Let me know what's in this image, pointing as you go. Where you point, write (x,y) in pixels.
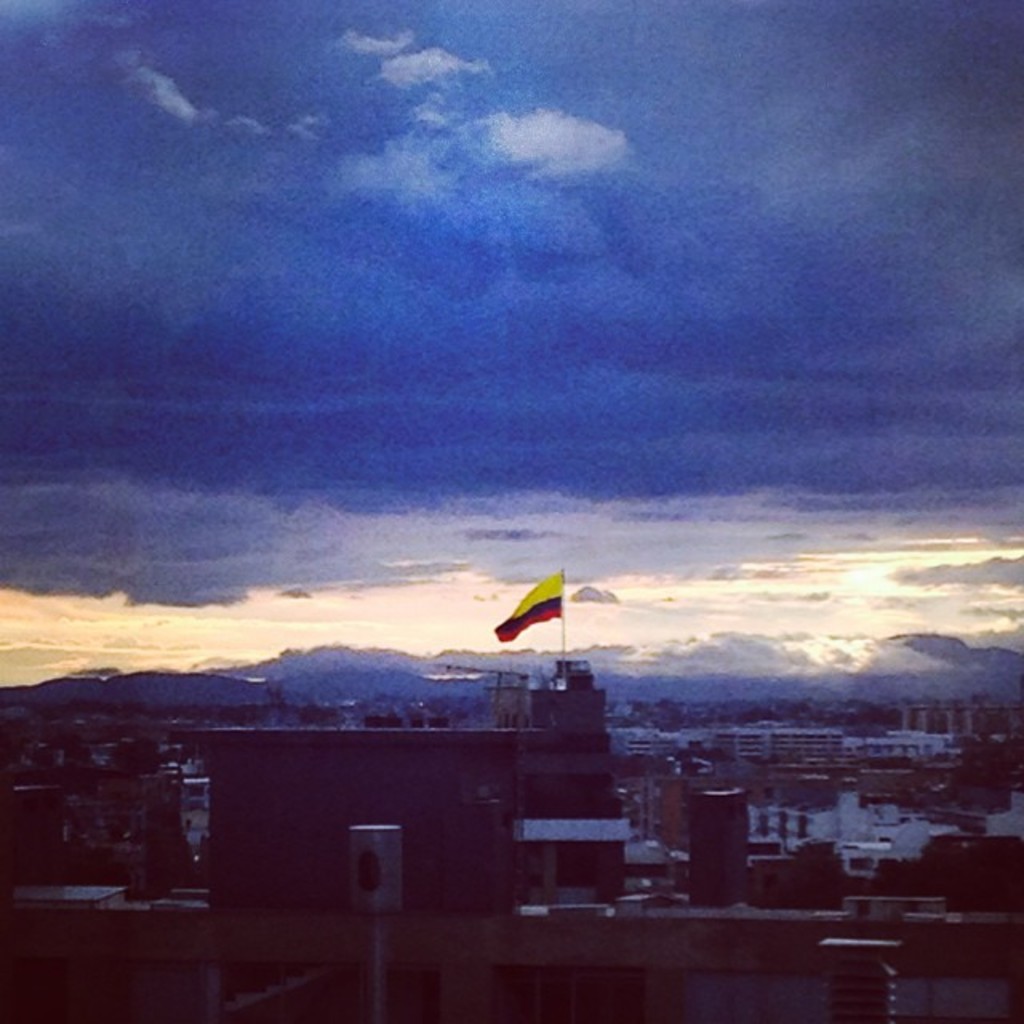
In the center of the image (530,614) we can see building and flag (532,600). At the bottom of the image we can see building (529,938). In the background (964,771) we can see buildings (430,718), trees (89,723), hills (418,671), sky (304,632) and clouds (367,295).
